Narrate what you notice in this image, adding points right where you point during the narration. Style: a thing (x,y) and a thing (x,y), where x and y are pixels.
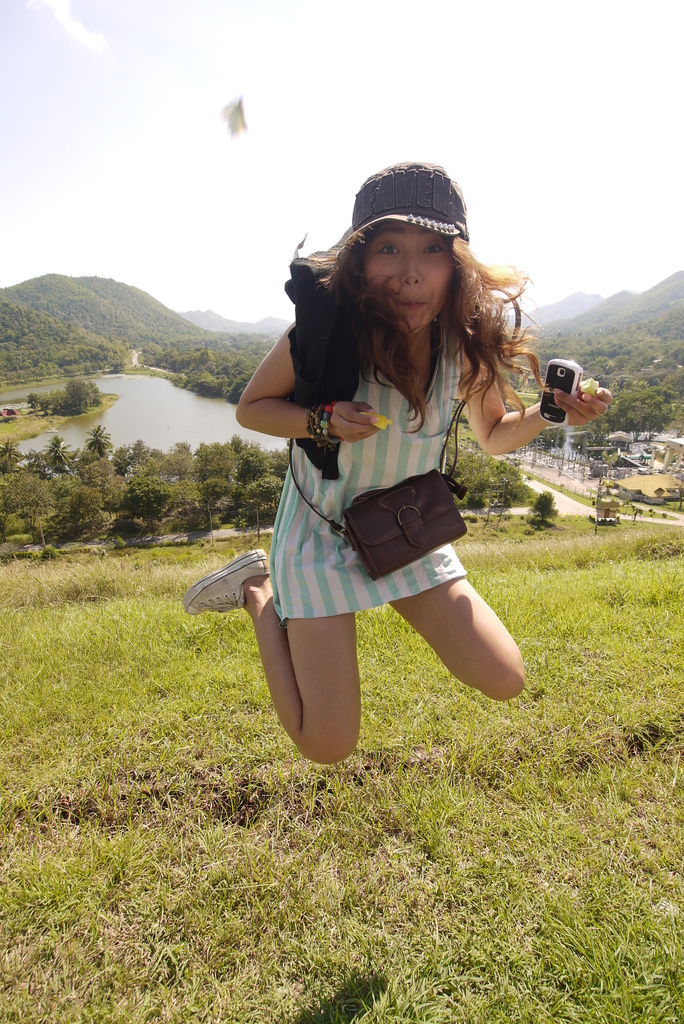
In the middle (404,350) a woman (601,395) is jumping in the air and she is wearing a brown color hand bag (408,520) and hat (421,225) and holding a mobile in her hand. And a grass (522,613) visible at the bottom (305,876) and middle. In the middle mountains (17,357) are visible and houses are visible and a water (146,422) visible. On the top (143,66) sky (157,60) blue in color is there. This image is taken in the mountain area (385,757) during day time.
